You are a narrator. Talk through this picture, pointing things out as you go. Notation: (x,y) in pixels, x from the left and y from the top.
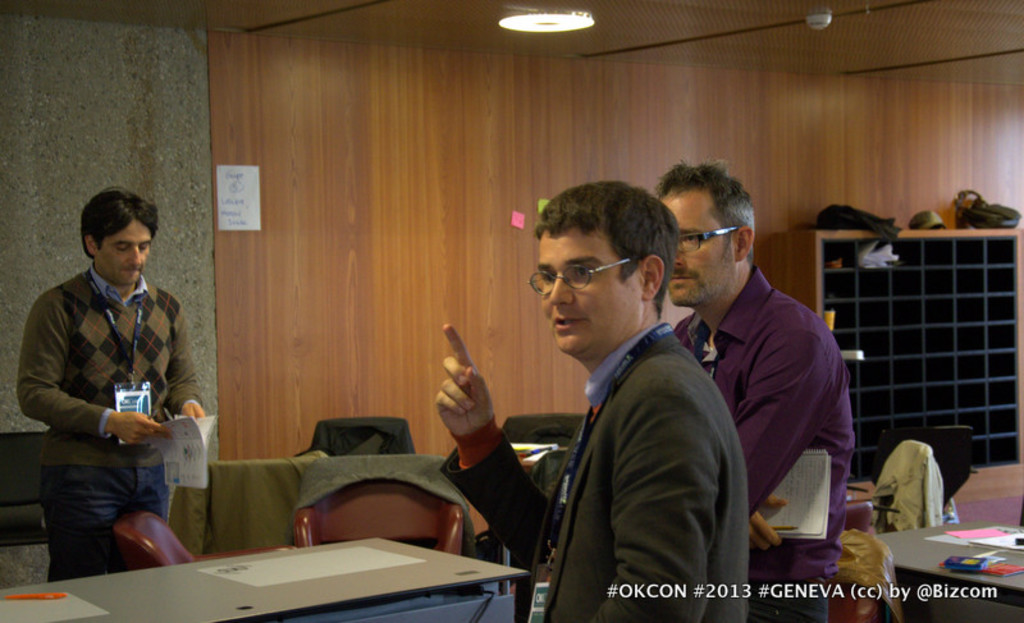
As we can see in the image, there are three persons (663,507) standing on floor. These two persons (631,335) are wearing spectacles (722,234) and there are few tables (139,575) and chairs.
